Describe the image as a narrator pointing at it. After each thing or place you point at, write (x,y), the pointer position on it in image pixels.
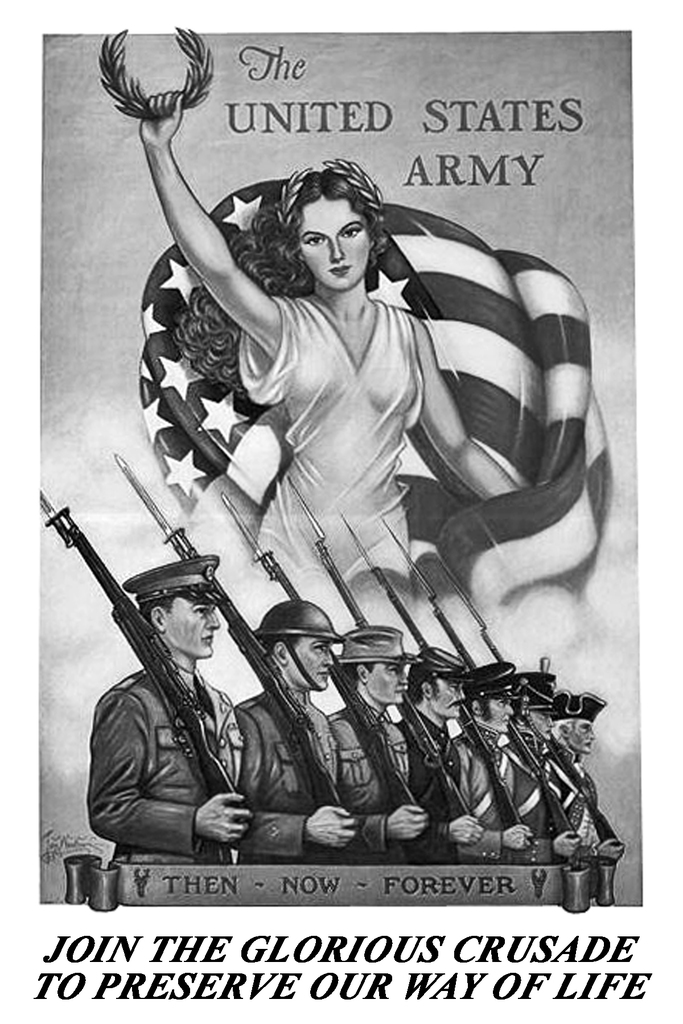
The picture is a poster or a cartoon drawing. At the bottom (312,955) there is text (517,984). In the center of the picture (310,674) there are soldiers (130,708) holding guns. At the top (301,327) there is a woman (289,267) holding crown (146,100) behind her there is flag (505,292). At the top (351,114) there is text (434,131).
